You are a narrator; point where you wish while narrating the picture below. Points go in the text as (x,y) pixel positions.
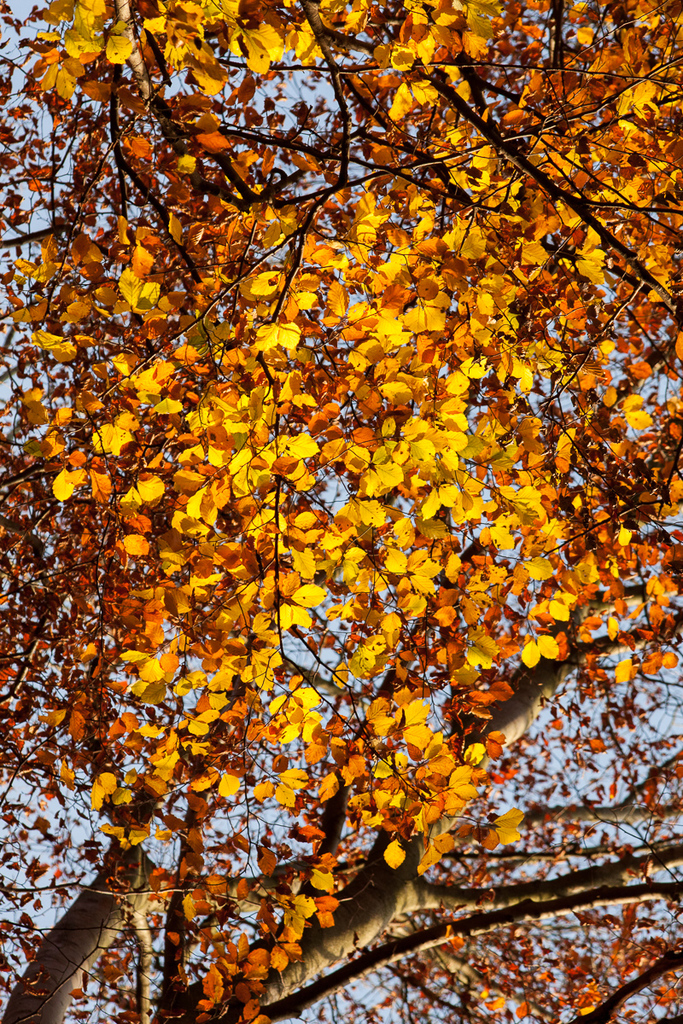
In this image I can see the trees (365,782). In the background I can see the sky (44,115).
